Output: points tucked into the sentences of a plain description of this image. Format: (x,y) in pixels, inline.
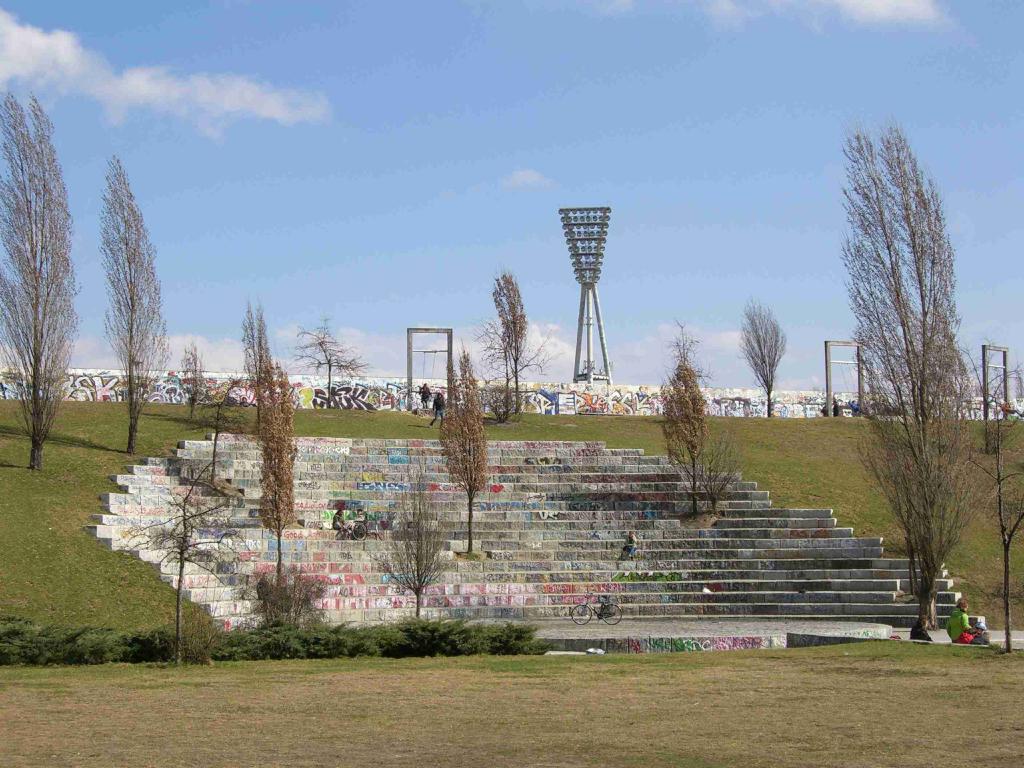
In this picture we can see the grass (218,677), plants (215,652), bicycle (602,597), trees (451,434), walls (363,390) with paintings (178,395) on it, arches (412,405), tower (574,242), steps (559,551) and a person (952,630) sitting and two people (427,394) and in the background (268,205) we can see the sky (432,191) with clouds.
